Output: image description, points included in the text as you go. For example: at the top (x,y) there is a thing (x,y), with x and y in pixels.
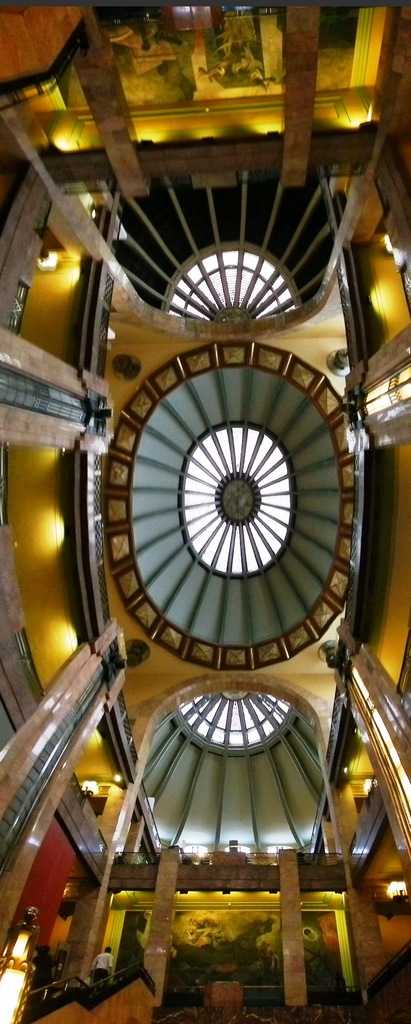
This is an inside view of a building (198,465). In this image, we can see the ceiling (312,563) with glass objects (185,502), few things (124,508) and lights (7,1013). At the bottom of the image (0,1010), we can see person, lights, pillars (73,973), few objects (126,997) and painting (310,963) on the wall (208,909). On the right side (391,207) and left side of the image (76,715), we can see pillars (8,776) and railings (49,1011). At the top of the image (238,70), we can see pillars (302,167), railings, lights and painting (214,71) on the wall (90,135).
